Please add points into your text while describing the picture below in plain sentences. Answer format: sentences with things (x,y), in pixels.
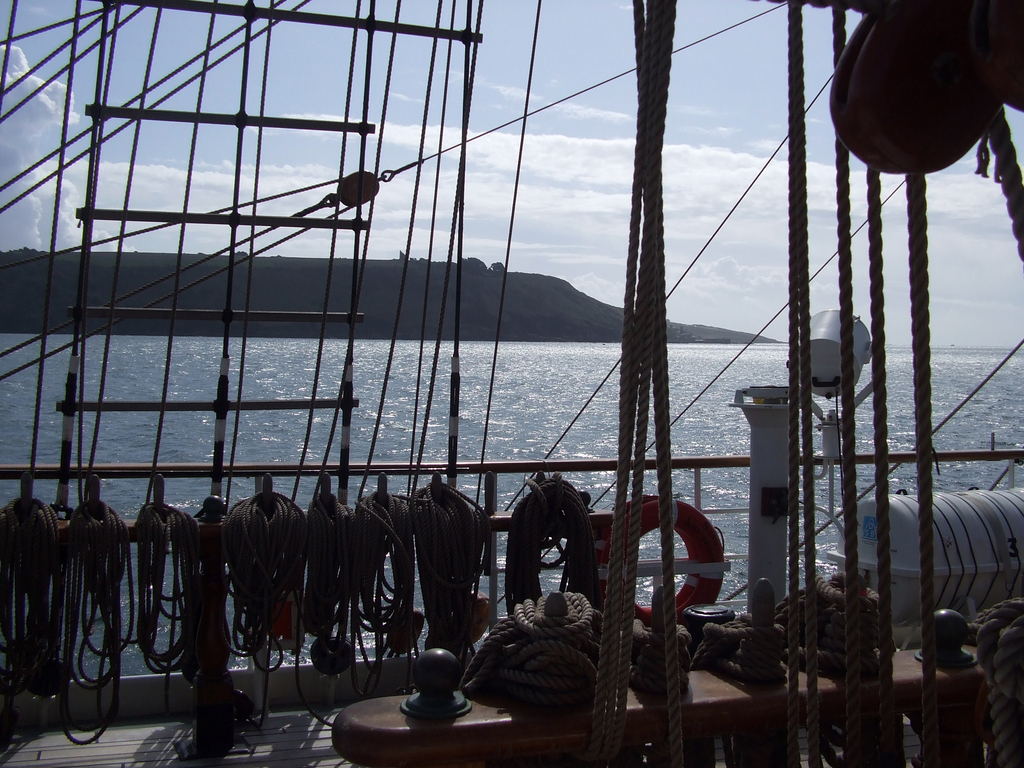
In this image, I can see the ropes (367,561), lifeboat barrel (895,568), lifebuoy (687,520) and few other objects (525,723). There is water (543,342) and a hill (544,324). In the background (530,257), I can see the sky (548,199).
